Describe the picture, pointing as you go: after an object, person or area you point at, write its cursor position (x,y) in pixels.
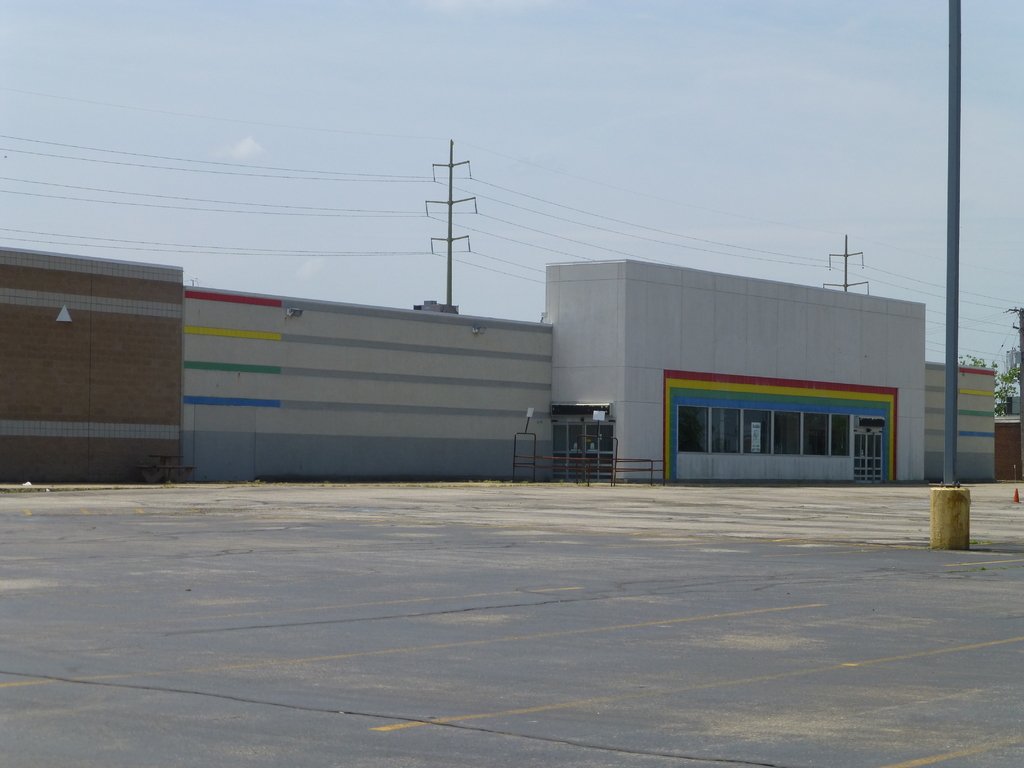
In this image I can see few buildings (398,397), wires (343,181), few poles (449,277) and the sky (431,88) in background (692,112).
